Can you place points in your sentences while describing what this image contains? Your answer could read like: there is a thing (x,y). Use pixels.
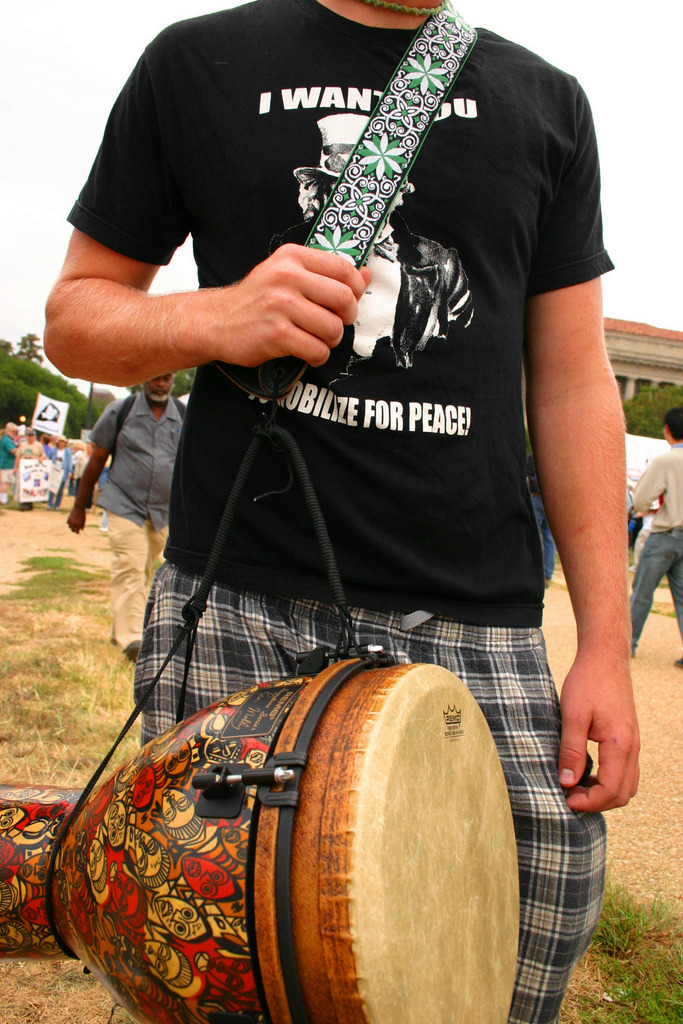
In the given image we can see there are many people (222,465). This is a drum (368,851), tree (49,395), grass (94,645) and white sky (67,95).
